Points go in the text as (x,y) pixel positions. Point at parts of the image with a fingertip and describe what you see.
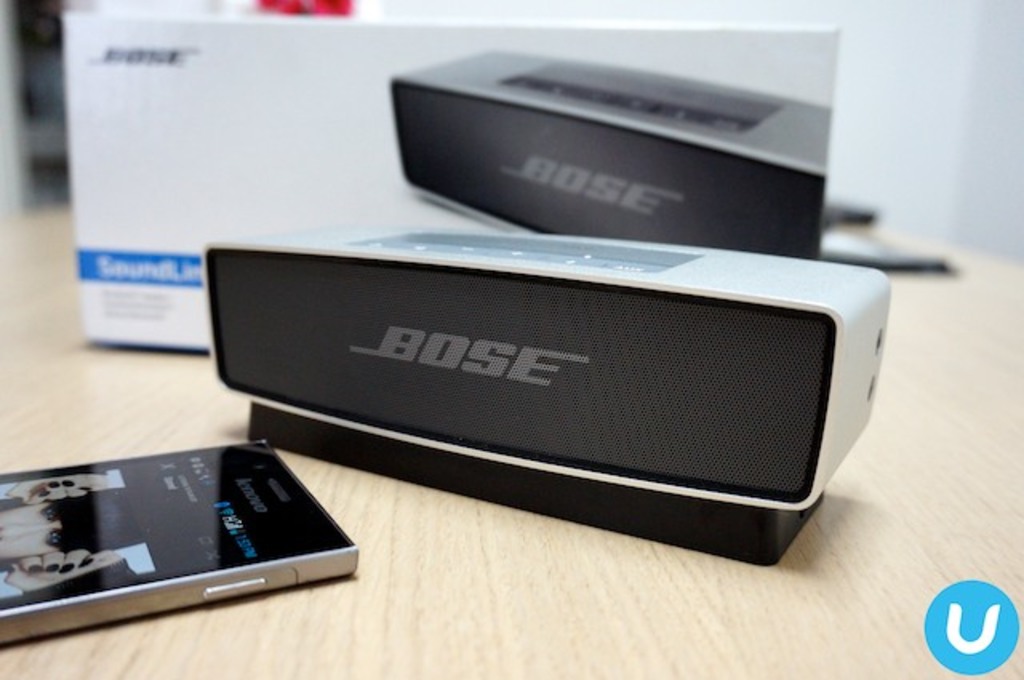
Here in this picture we can see a mobile phone (144,501), a speaker (271,292) and its box (489,223) present on the table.
